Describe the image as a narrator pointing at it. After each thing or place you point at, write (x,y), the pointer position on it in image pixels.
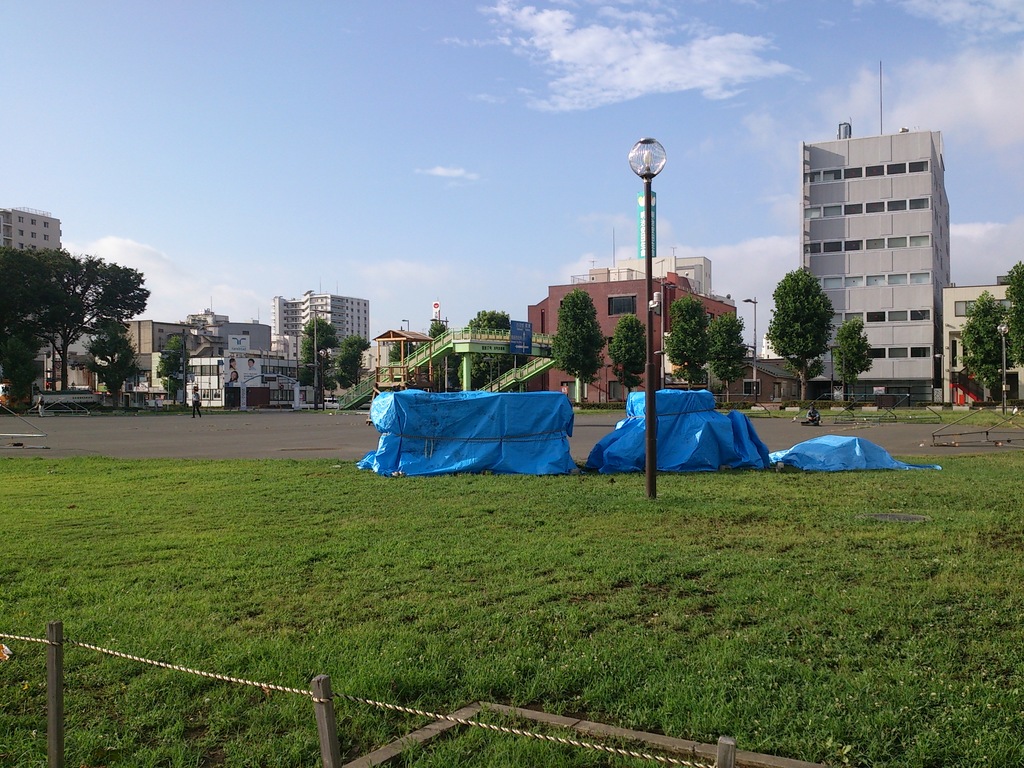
In this picture we can see there are poles (316,695), grass (343,681), rope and tarpaulin sheets (560,435). A person (198,399) is walking on the walkway (237,444). Behind the tarpaulin sheets (407,438), there is an architecture (383,376), hoarding (243,374), trees (328,362), buildings (261,367) and the sky (418,140).
